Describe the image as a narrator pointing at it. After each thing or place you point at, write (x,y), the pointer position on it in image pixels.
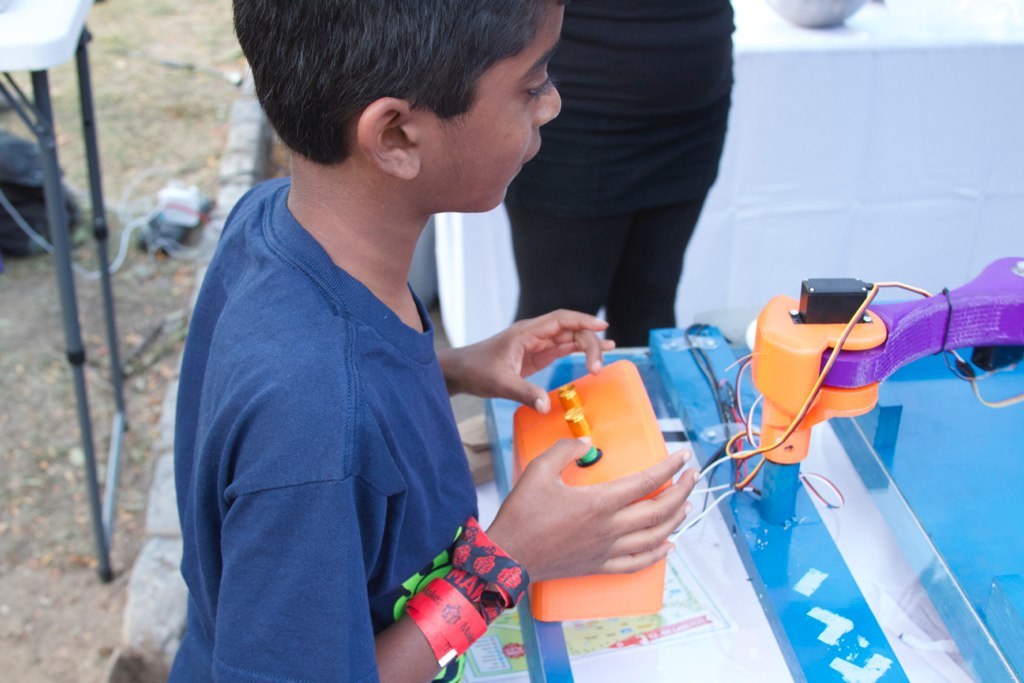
In the image we can see a boy (348,457) standing, wearing clothes (352,513) and hand bands (458,562). Here we can see cable wire (754,440) and an electronic device (574,432). Here we can see the truncated image of the person (662,103) and the background (125,64) is slightly blurred.
